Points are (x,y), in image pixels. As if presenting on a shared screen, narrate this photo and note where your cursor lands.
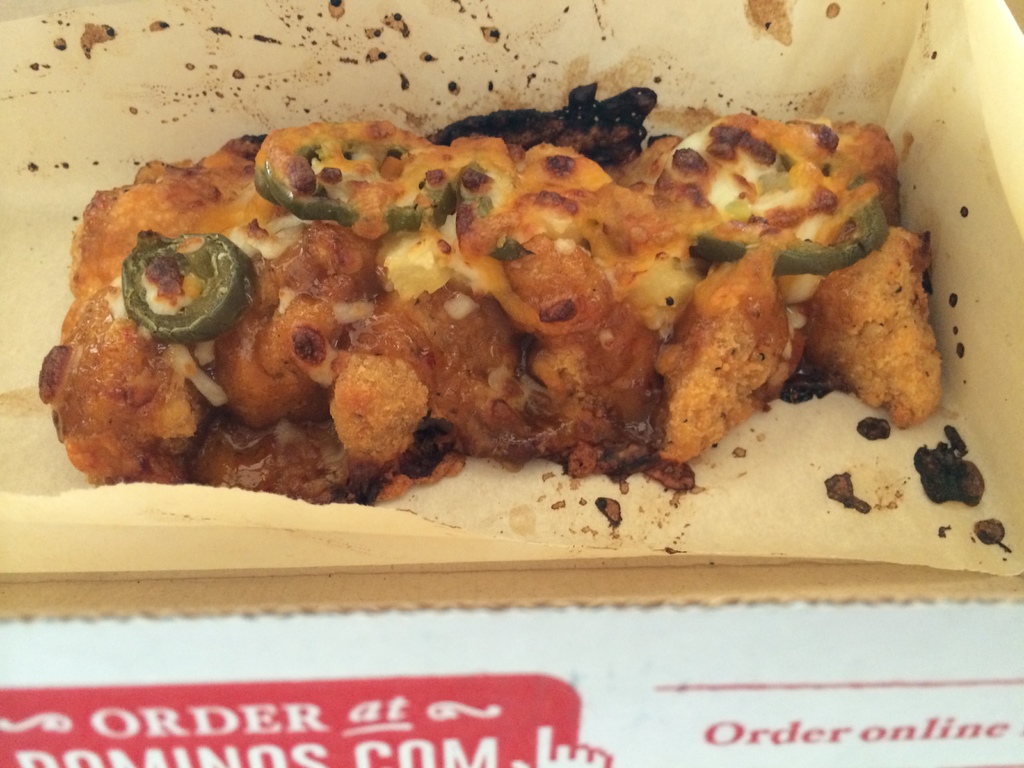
In this picture, there is food item (598,392) inside a box (165,603) in the image.
